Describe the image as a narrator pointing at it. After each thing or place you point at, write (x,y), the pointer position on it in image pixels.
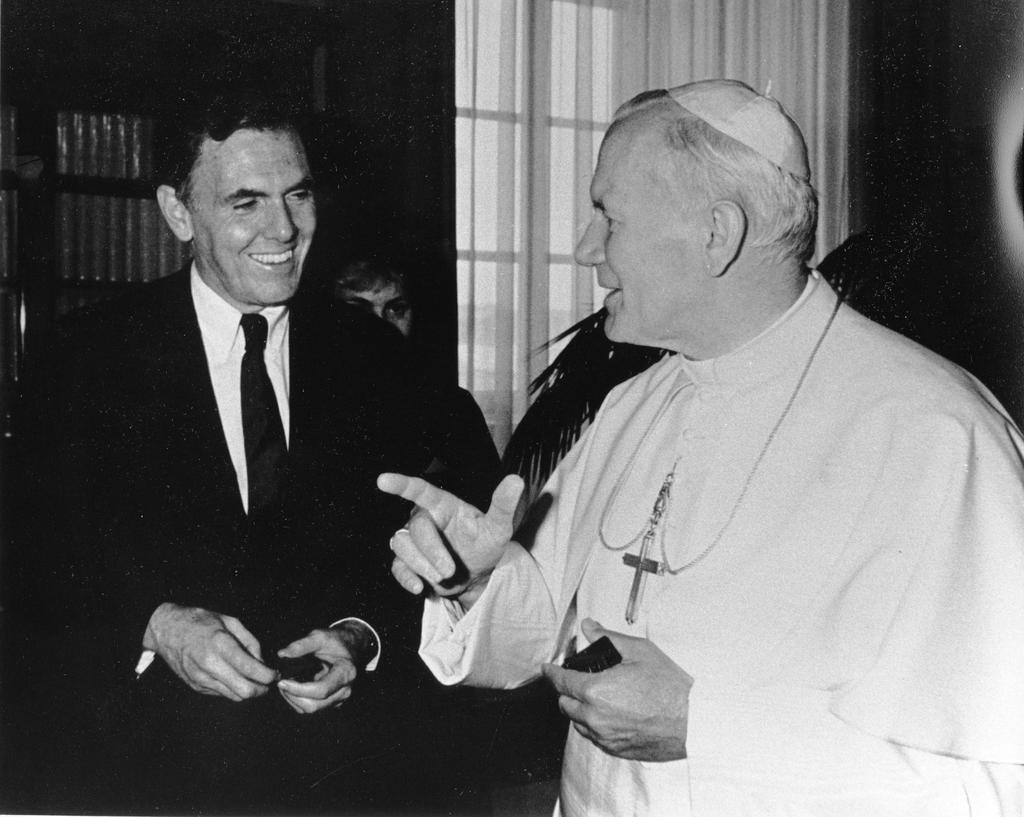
In this image I can see people (424,376) where one man (200,347) is in suit (200,396) and tie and I can also see smile (294,249) on his face (278,293).
